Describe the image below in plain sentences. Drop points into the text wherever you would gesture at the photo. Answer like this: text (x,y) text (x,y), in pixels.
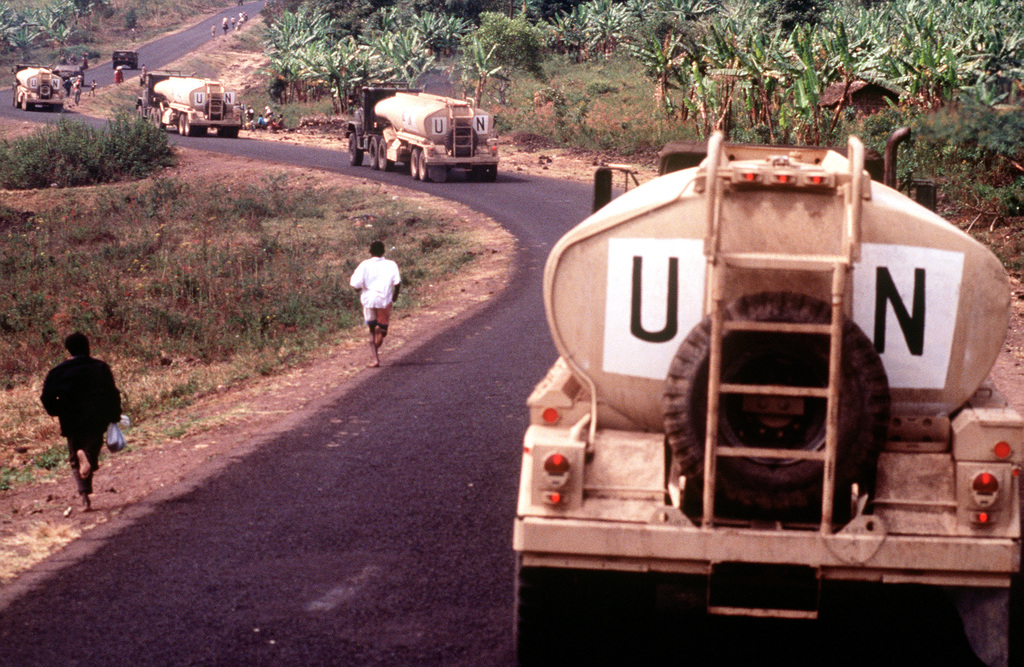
This is the picture of a road (359,601). In this image there are vehicles (682,344) on the road (538,187) and there are group of people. In the foreground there are two persons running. At the back (997,109) there are trees (722,116). At the bottom (355,601) there is a road (362,510) and there are plants (241,287) and there is mud (135,475).
